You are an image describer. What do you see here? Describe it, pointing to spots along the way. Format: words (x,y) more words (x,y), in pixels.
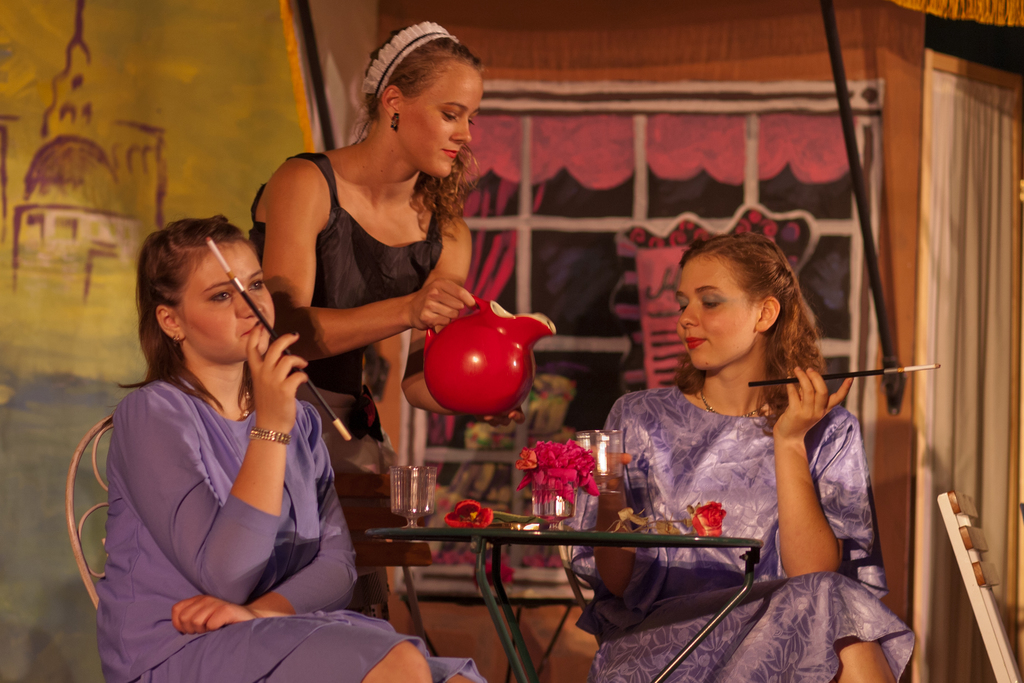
In this picture, we see two women (697,470) are sitting on the chairs (563,554). They are holding the cigarette holders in their hands (292,405). In front of them, we see a table (555,544) on which the glasses (614,488), flower vase (575,494), flowers (579,475) and an object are placed. Beside them, we see a woman (376,238) is standing and she is holding a red color pot (501,327) in her hands (455,300) and she is smiling. In the background (224,189), we see the walls (215,154) which are painted in yellow, pink and blue. On the right side (962,471), we see a chair (948,502) and the curtains (952,306) in white color.
